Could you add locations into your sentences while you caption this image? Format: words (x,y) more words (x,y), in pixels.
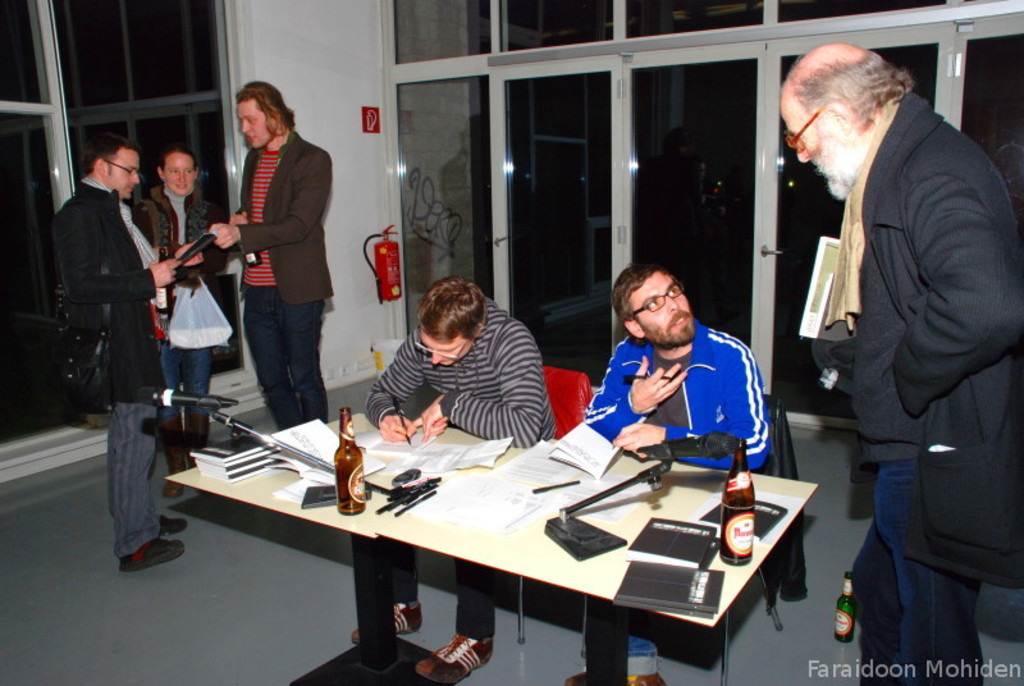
In the center (454,361) we can see two persons (703,366) were sitting on the chair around the table (561,459). They were holding pens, on table (380,498) we can see beer bottle (354,489), paper (483,485), pen (393,501) etc. On the right (918,326) we can see one man (933,365) standing holding book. On the left (135,286) we can see three persons (202,255) were standing. And back there is a glass (574,186) and wall (364,77).
